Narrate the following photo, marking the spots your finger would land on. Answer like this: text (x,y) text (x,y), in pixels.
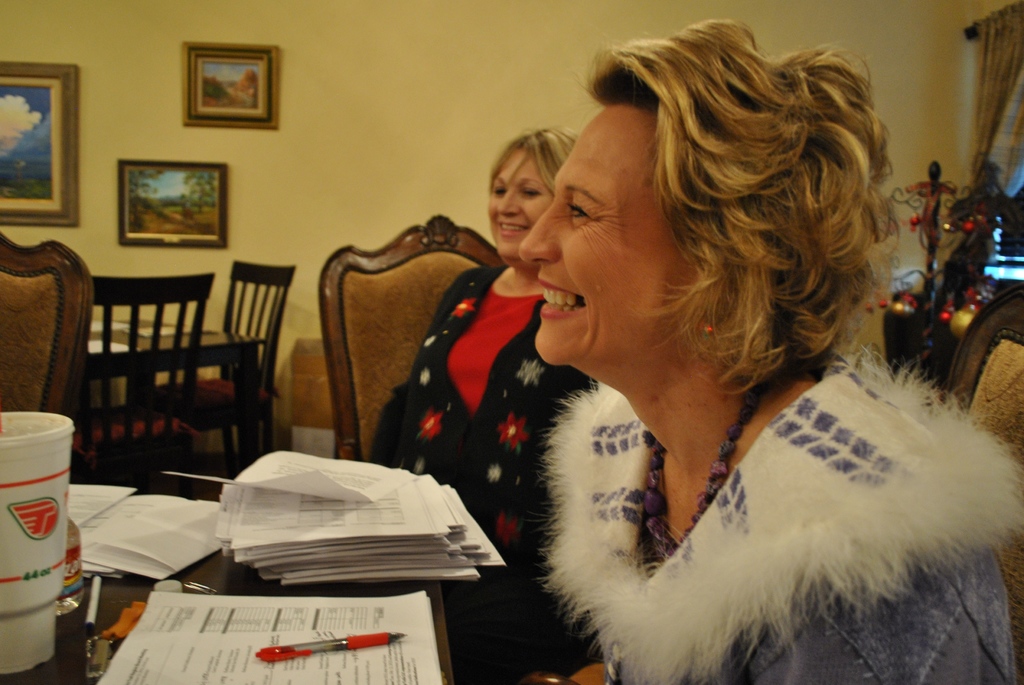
In this image there are two women (707,402) sitting on chair (976,385). On top of table (241,586) there are few papers (196,638) and a pen (325,648) on it. There is a glass (38,540) and a bottle (70,574) on table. There is a dining table (202,349) and few chairs (198,332). Background of the image (318,181) there is a wall (340,183) on which three frames (187,172) are fixed to it. Right side of image (970,273) there is a christmas tree (961,305) back to it there is a curtain (992,124).
